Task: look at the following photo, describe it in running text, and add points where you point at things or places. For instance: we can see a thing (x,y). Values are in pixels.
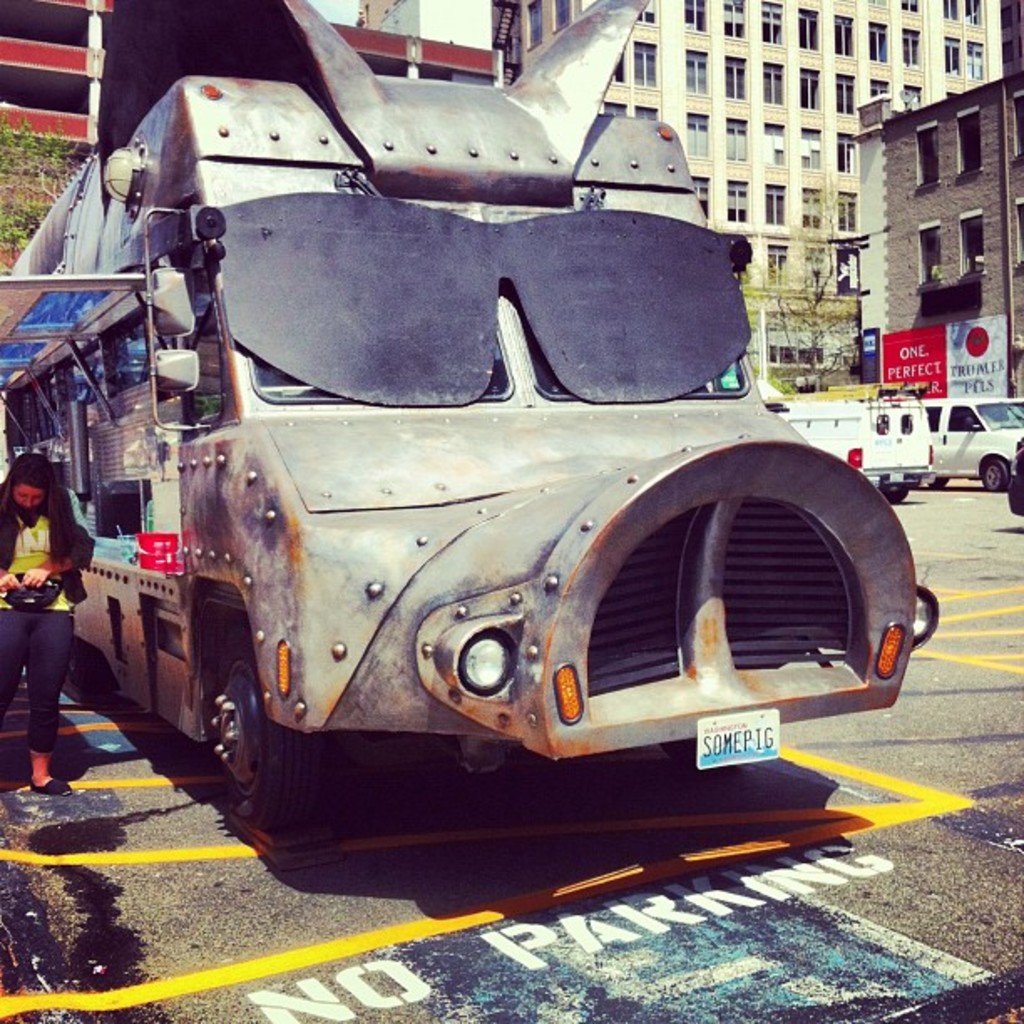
In this image in the front (285,439) there is a vehicle (387,351) and there is a person (59,598) standing. In the background (704,144) there are buildings (742,126), trees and vehicles (935,434) moving on the road (128,994) and there is a board (934,343) with some text (970,362) written on it. In the front (606,934) on the road (546,972) there is some text (705,907) written on it which is visible.
